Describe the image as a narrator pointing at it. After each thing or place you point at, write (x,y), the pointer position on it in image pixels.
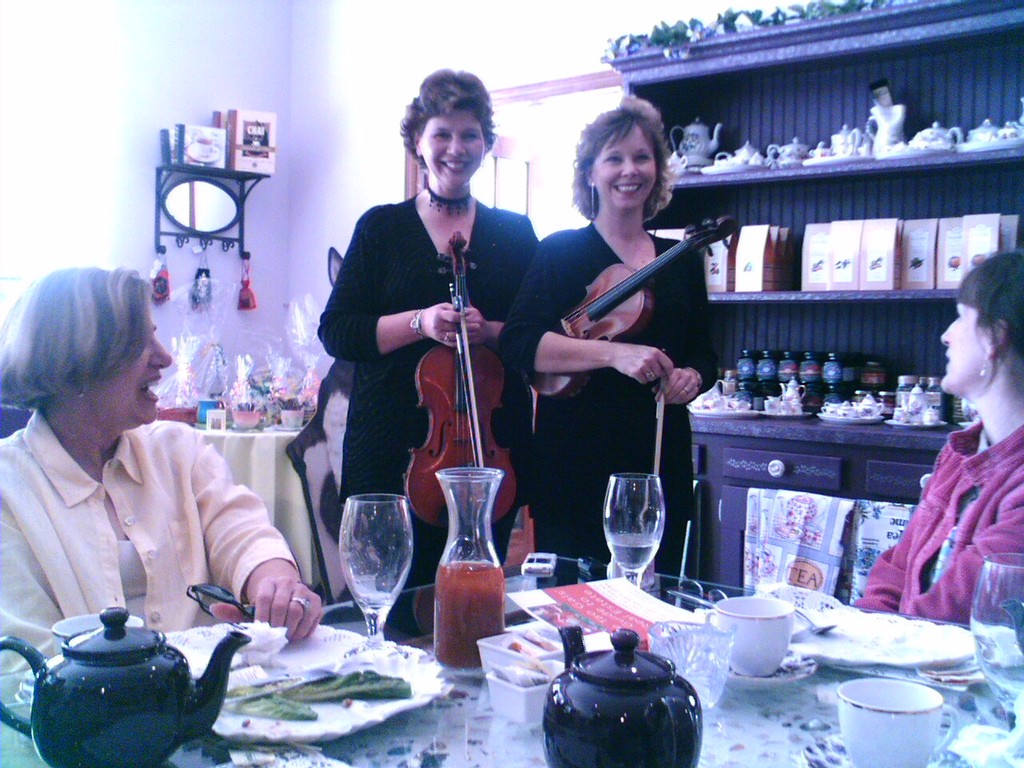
In this image I can see tables (389,761), on tables (293,470) I can see jar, cup (887,698), saucer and I can see two persons (95,510) sitting on chair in front of table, two persons (628,413) standing, holding violin (432,377) and back side of them there is a rack (733,62), in the rack (791,437) I can see bottles (811,380), cups (718,399) and saucer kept in the racks (792,110) and there is a mirror (186,205) attached to the wall (96,138) on the left side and there is a door (516,166) visible in the middle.
